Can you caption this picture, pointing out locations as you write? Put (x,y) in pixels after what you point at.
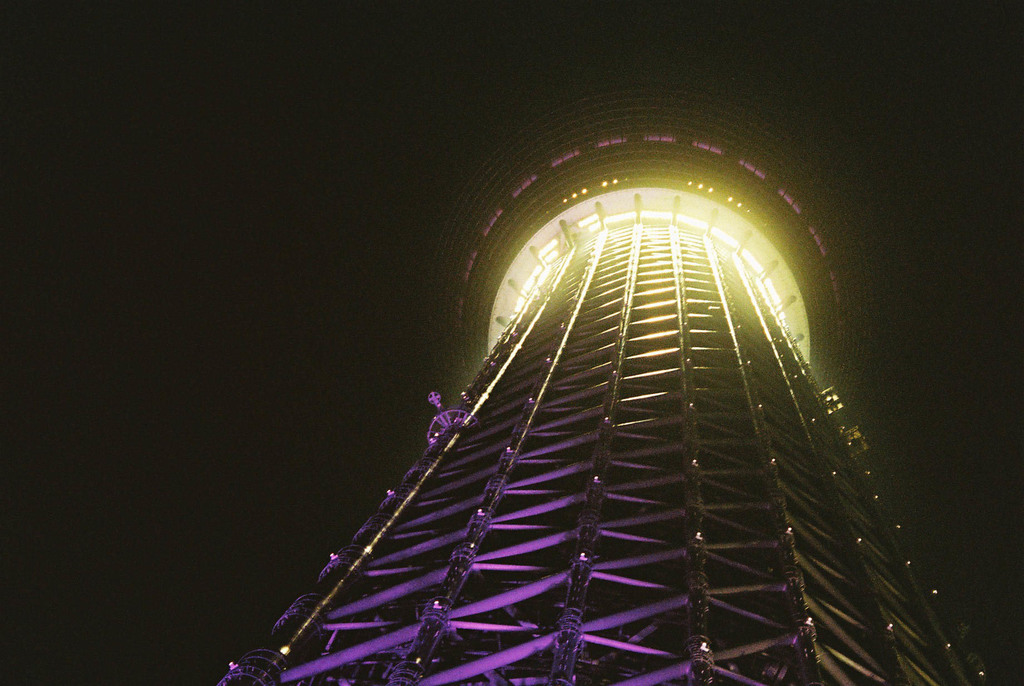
In this image there is a tower (576,301). The background (124,481) is dark.
